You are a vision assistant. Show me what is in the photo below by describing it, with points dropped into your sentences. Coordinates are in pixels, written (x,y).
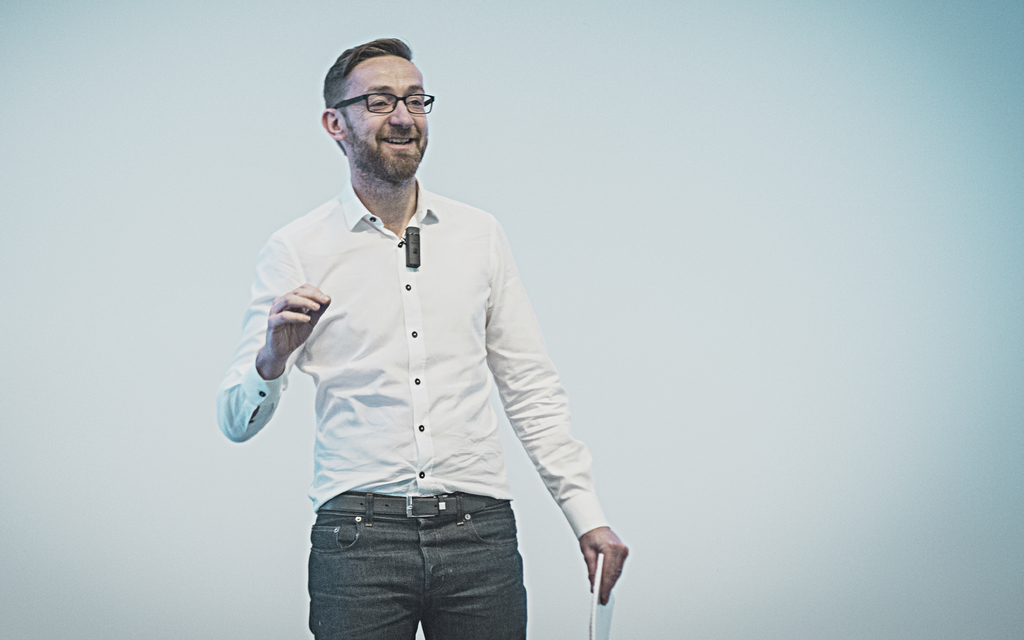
There is a man (253,293) standing in the foreground area of the image (590,525), by holding a book (594,601) in his hand (606,590).
